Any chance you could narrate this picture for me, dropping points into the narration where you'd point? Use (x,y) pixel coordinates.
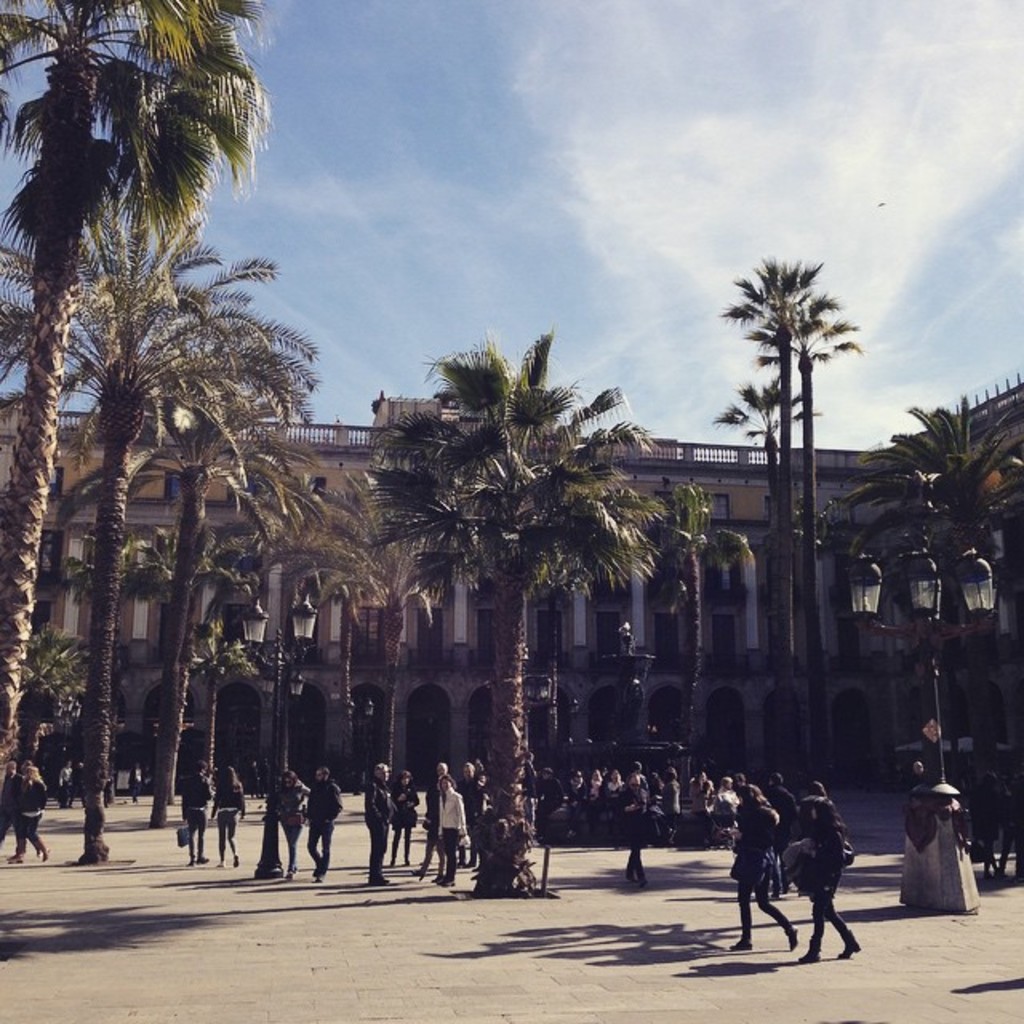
In the picture we can see a path surface (433,886) on it, we can see people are walking and some are standing and talking to each other and near to them, we can see some trees (183,681) which are tall and in the background (828,487) we can see a building (466,716) and behind it we can see the sky (502,35) with clouds (676,331).
